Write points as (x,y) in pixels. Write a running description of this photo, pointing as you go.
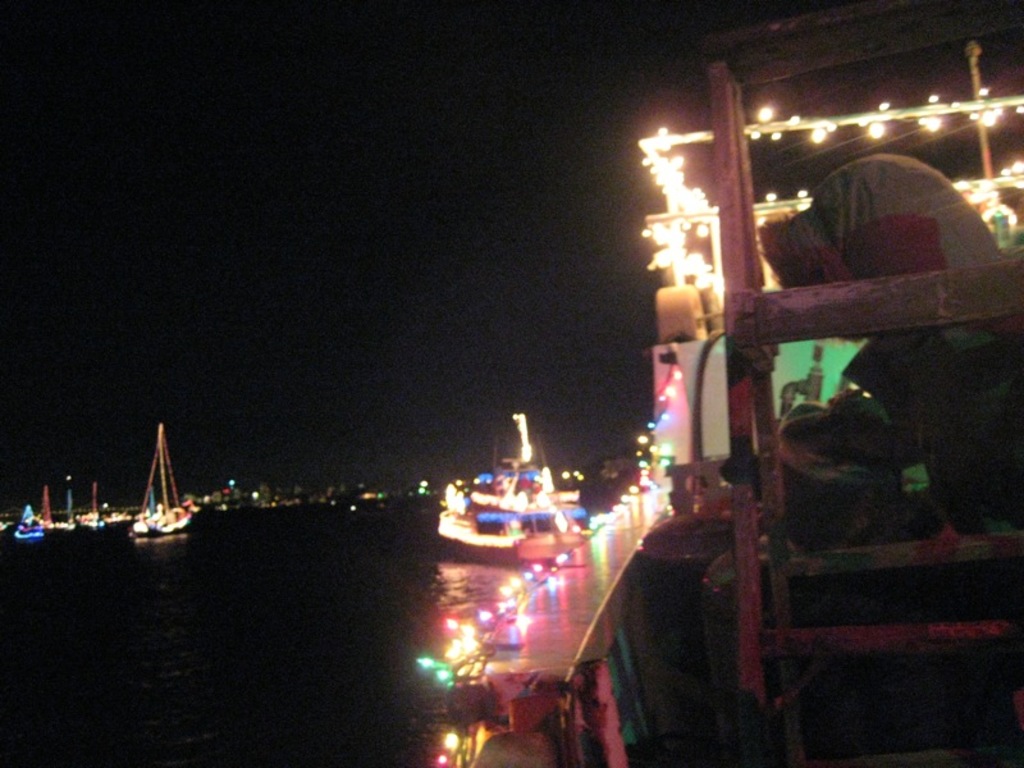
This image consists of ships (509,508) and boats (537,521). To the right (820,488), there is a person (844,489). At the bottom (213,734), there is water (191,610). At the top (173,152), there is a sky (574,444).
